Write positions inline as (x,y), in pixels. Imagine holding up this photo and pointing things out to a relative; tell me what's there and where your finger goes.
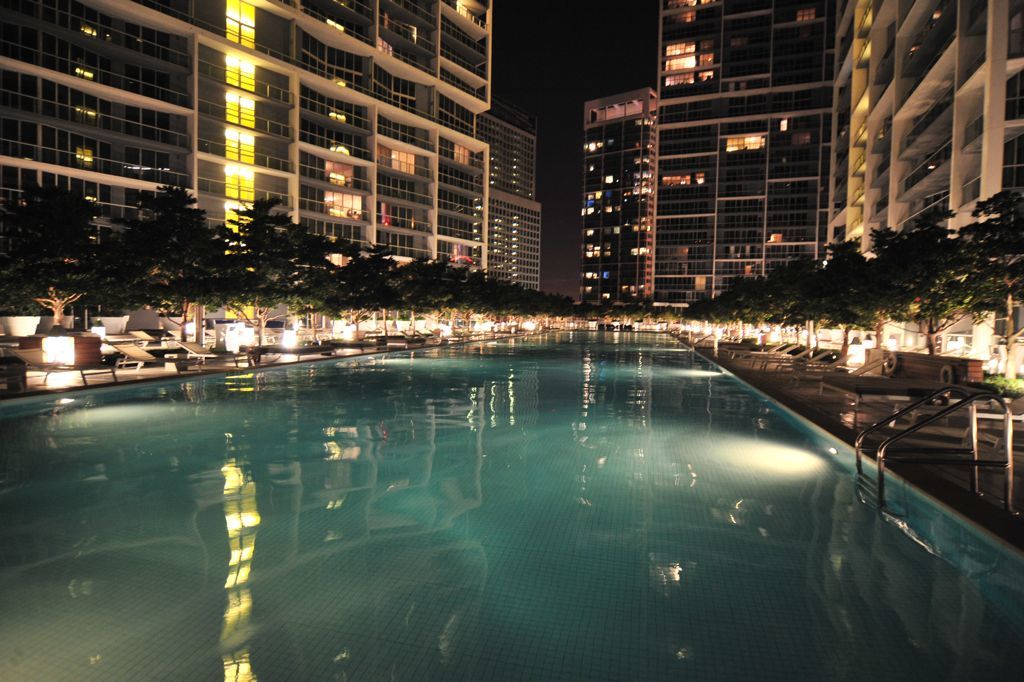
In this picture I can see there is a swimming pool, there are a few chairs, trees (804,299) and lights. There are a few buildings (635,132) and it has glass windows (775,132) and the sky (579,52) is dark.
